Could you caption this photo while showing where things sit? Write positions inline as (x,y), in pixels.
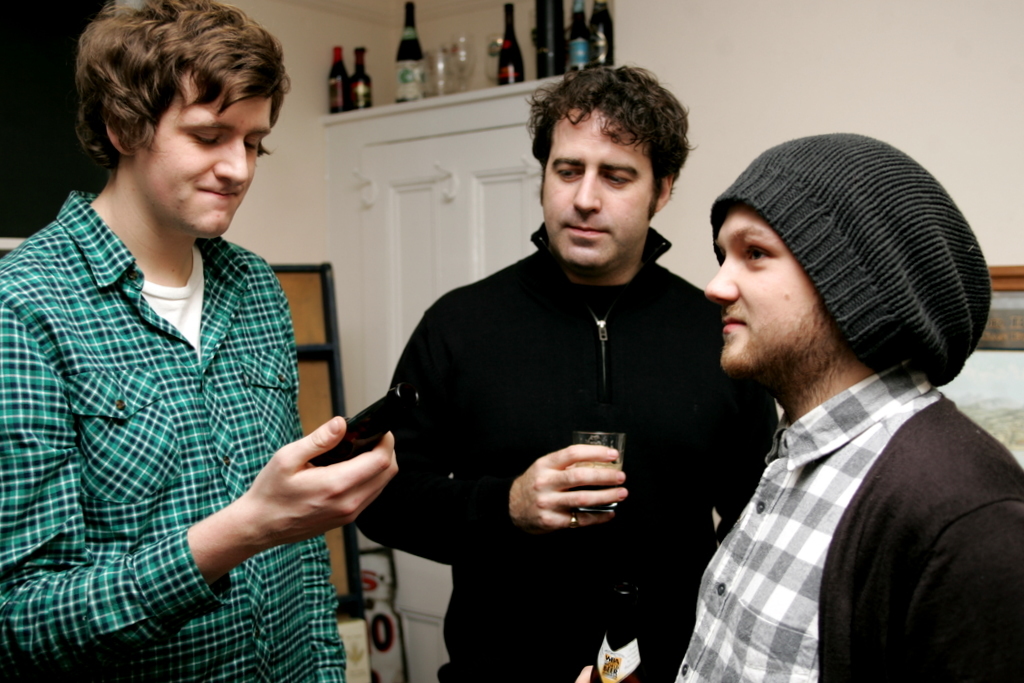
In this image there are three men (473,495) standing. The man (562,478) in the center (585,411) is holding a glass (603,439) in his hand (603,452). The other two (198,431) are holding bottles (616,646) in their hands (355,507). Behind them there is a cupboard (457,193). There are bottles (402,69) and glasses (442,59) on the cupboard (446,206). In the top right (822,74) there is a wall (801,65).
